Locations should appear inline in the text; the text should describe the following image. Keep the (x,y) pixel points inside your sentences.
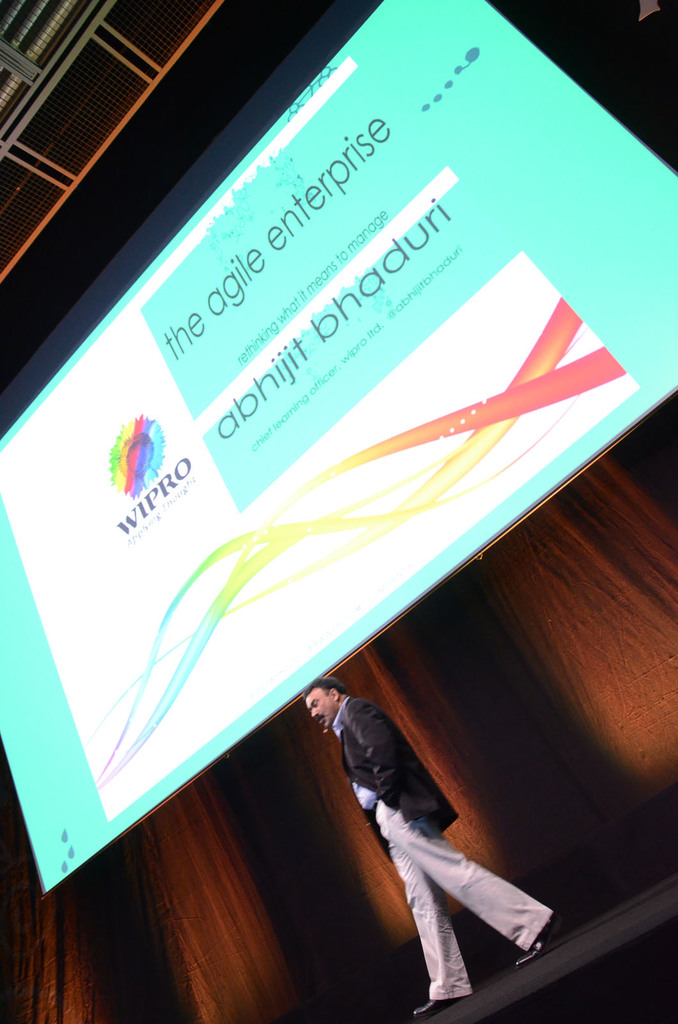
The man (380,763) at the bottom of the picture (356,784) wearing blue shirt (367,801) and black blazer (394,782) is walking. Behind him, it is brown in color. In the middle of the picture (385,410), we see a banner (497,306) in green color with some text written on it. This picture might be clicked in the concert hall (39,22).
